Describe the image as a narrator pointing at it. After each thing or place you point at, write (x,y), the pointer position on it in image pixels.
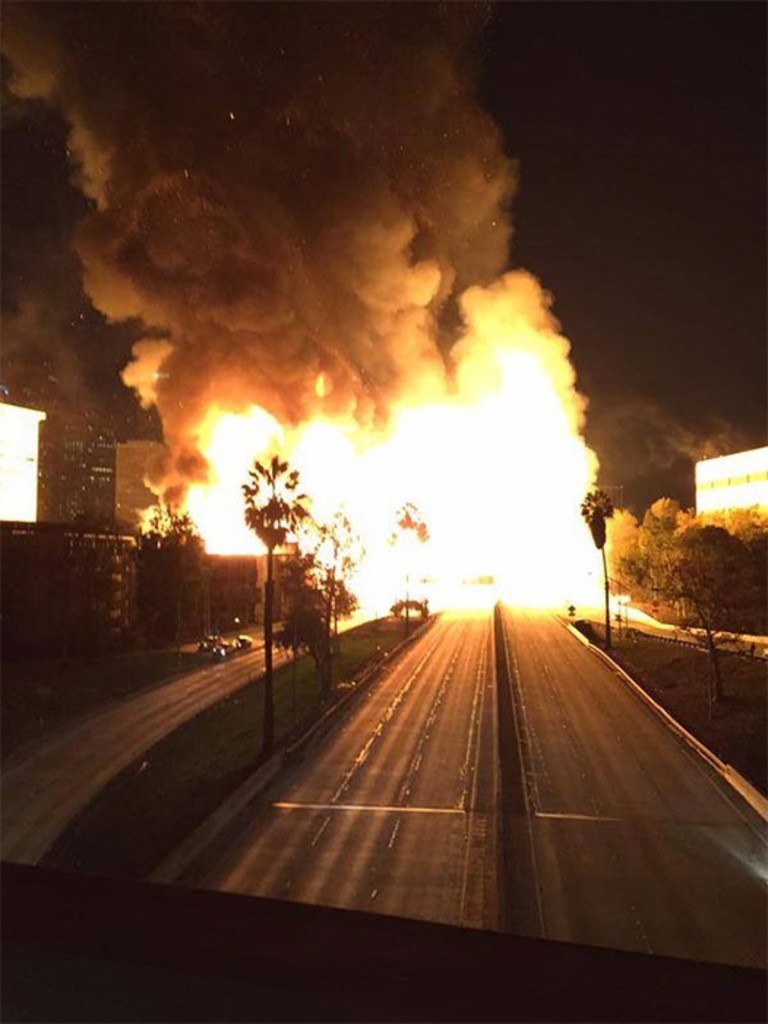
This image is clicked on the roads (423,743). At the bottom (363,768), there is a road (457,733). In the front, we can see a fire (421,510) along with the smoke (509,216). On the left (113,652) and right, there are trees (711,594) and buildings (3,524). At the top (659,131), there is a sky (658,153).
